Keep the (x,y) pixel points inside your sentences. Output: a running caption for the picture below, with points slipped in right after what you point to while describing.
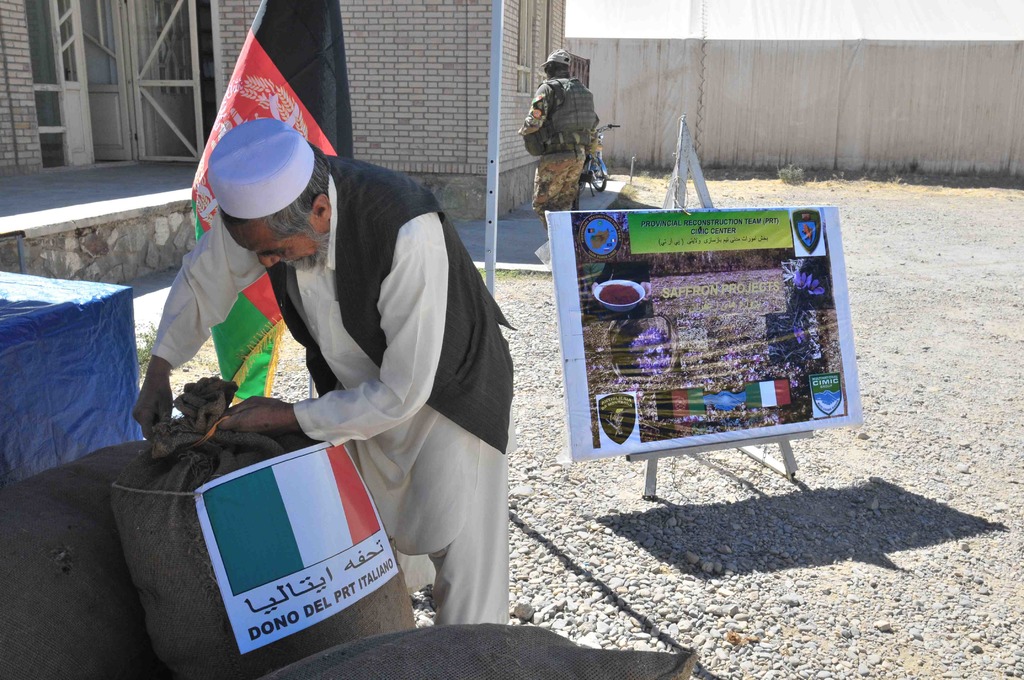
In this image there are two persons (352,247), there is a person (423,270) holding an object (189,395), there are objects (493,663) truncated towards the bottom of the image (526,663), there is a board (698,367), there is text (676,239) on the board (680,243), there is stand (782,438), there are stones (727,580), there is an object (67,331) truncated towards the left of the image (83,393), there is a flag (300,84) truncated towards the top of the image (275,65), there is a building (218,69) truncated towards the top of the image (474,34), there is a wall (976,92) truncated towards the right of the image (978,66), there is a vehicle (600,156), there is an object (494,44) truncated towards the top of the image (495,70).
